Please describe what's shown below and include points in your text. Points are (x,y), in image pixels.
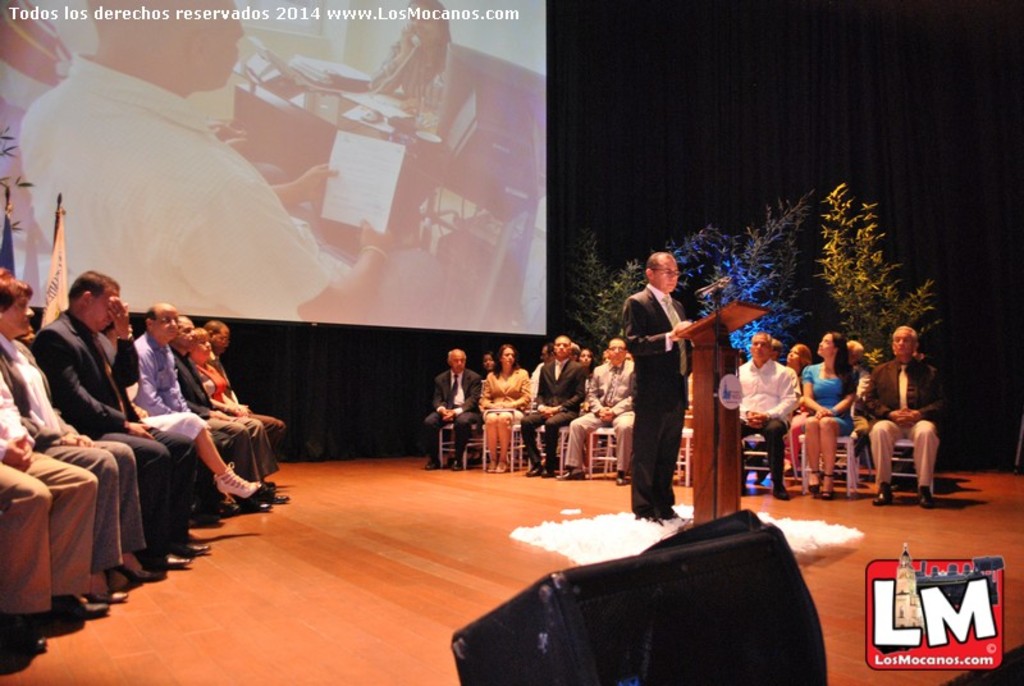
In this picture there is a man (646,399) who is standing near to the speaker (711,353) and mic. In the back (830,362) I can see the some persons (539,370) who are sitting on the chair (855,456). On the left (146,319) I can see another group of persons (164,388) who are sitting on the chair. Behind them I can see the flags (9,234). In the top left (337,180) I can see the projector screen (374,64) and watermark (277,8). In the projector screen (309,163) I can see the man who is holding a paper (390,148). On the table (430,143) I can see the laptop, papers (364,109) and other objects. At the bottom (655,590) there is a speaker (729,670) which is placed on the stage (830,670). In background (924,299) I can see the plants (879,291) near to the black color cloth (887,209). In the bottom right corner (954,621) I can see another watermark (958,609).
